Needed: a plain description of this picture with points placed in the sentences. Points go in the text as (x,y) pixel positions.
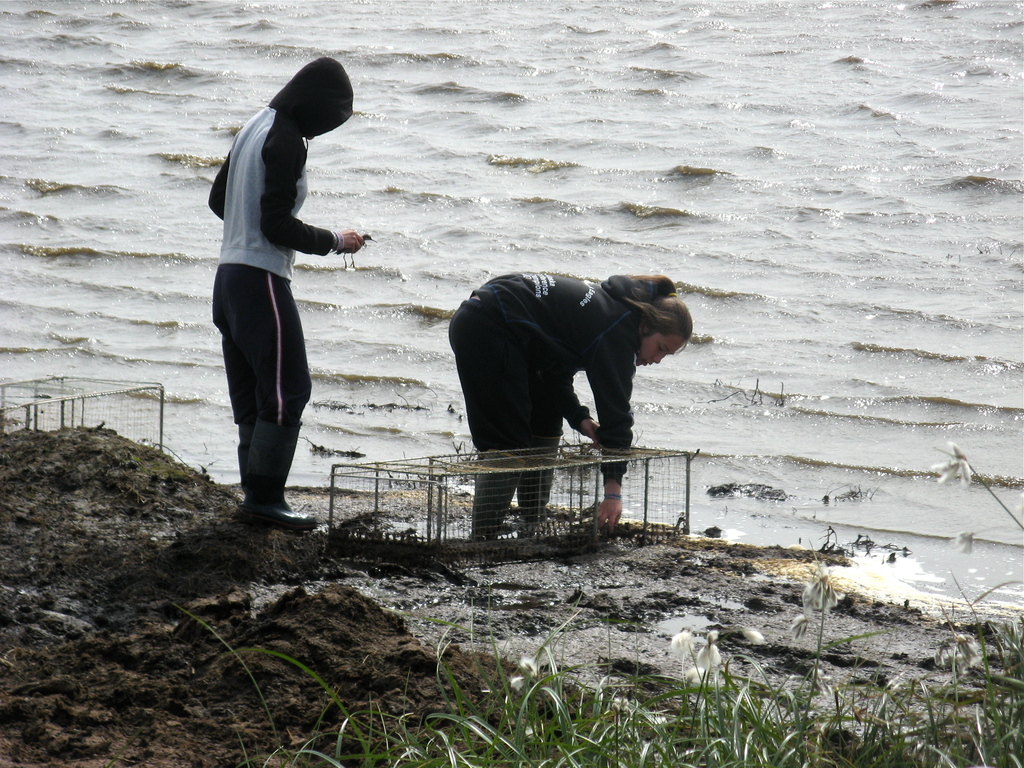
In this image I can see two persons (265,295) wearing black colored dresses (268,264) are standing. I can see the ground (192,564), some grass (617,732) on the ground (135,560) and two metal cages (462,515). In the background (630,200) I can see the water (602,137).
